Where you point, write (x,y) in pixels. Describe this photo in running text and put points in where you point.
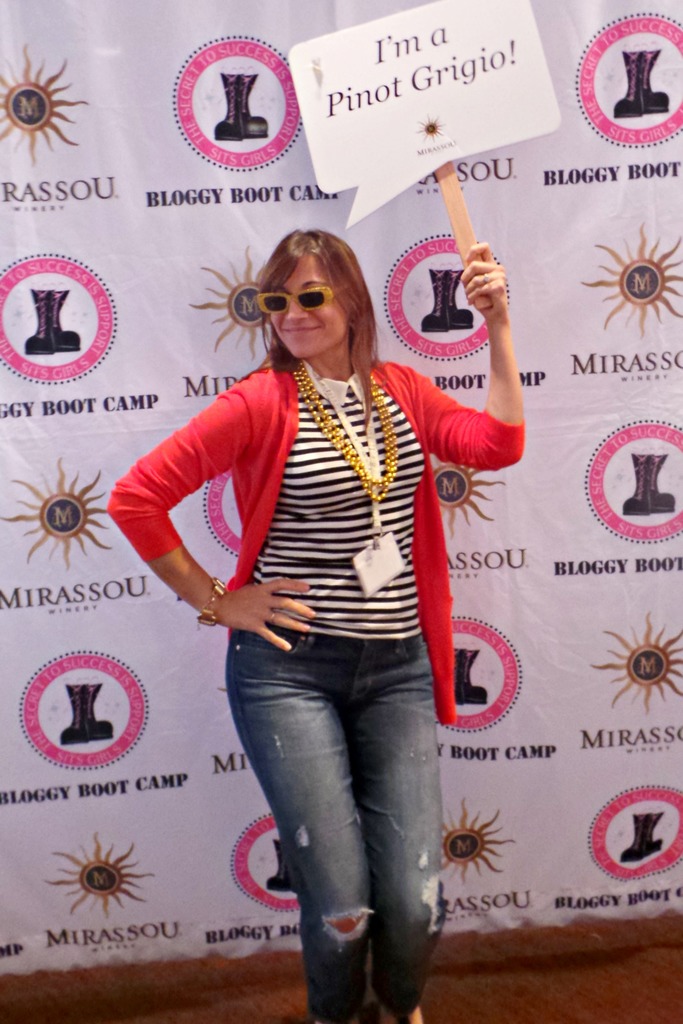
In this image I can see the person (237,715) standing and holding the board (392,121) and the person (302,334) is wearing red, white and black color shirt (282,428). Background (162,295) I can see the banner (89,253) in white color.
